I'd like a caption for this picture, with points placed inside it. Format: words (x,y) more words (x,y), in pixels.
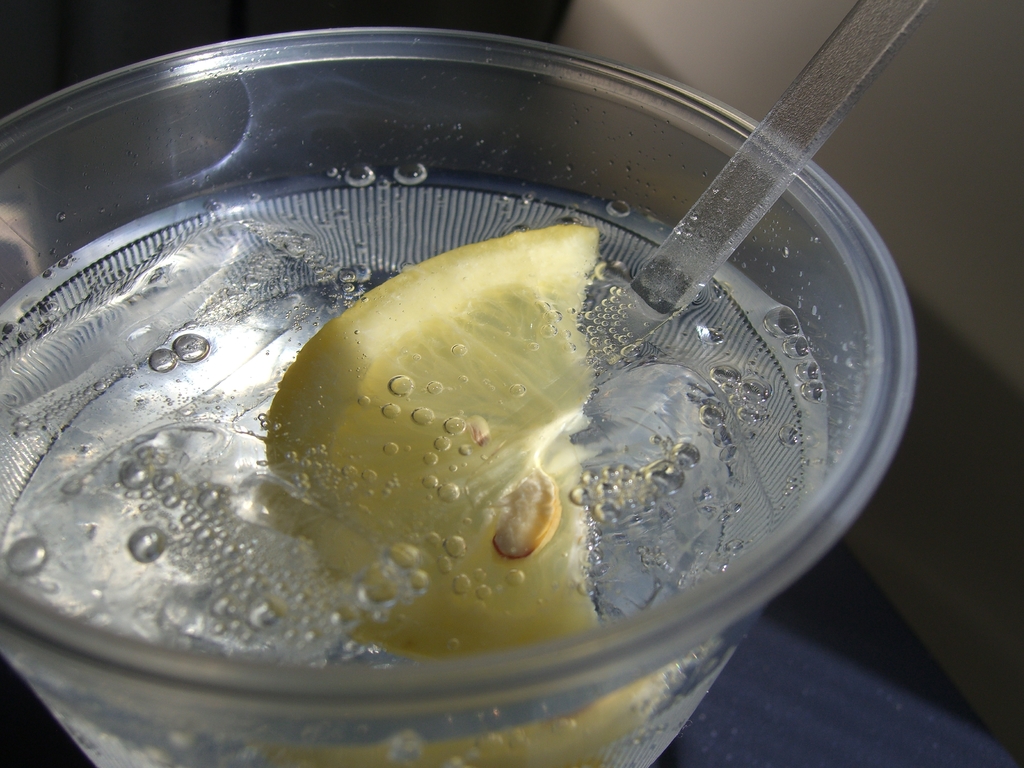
In this picture I can see a bowl (489,106) and I can see a yellow color thing (461,407) and I can see a thing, which looks like a straw (717,185) on the right side of this image (712,192). I see that it is a bit dark in the background (158,4).
